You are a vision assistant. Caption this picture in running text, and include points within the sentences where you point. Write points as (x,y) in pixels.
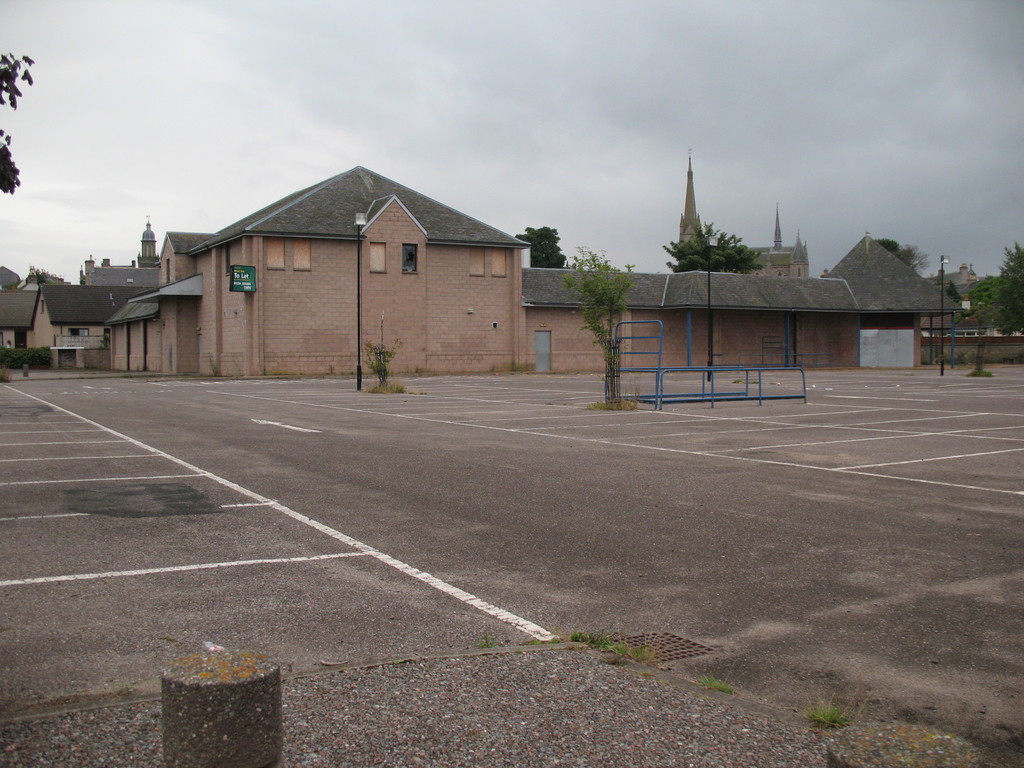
In this picture we can see road (579,448), plants (621,310), poles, rods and grass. In the background of the image (217,332) we can see buildings (109,333), trees (701,259), board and sky (468,23).
